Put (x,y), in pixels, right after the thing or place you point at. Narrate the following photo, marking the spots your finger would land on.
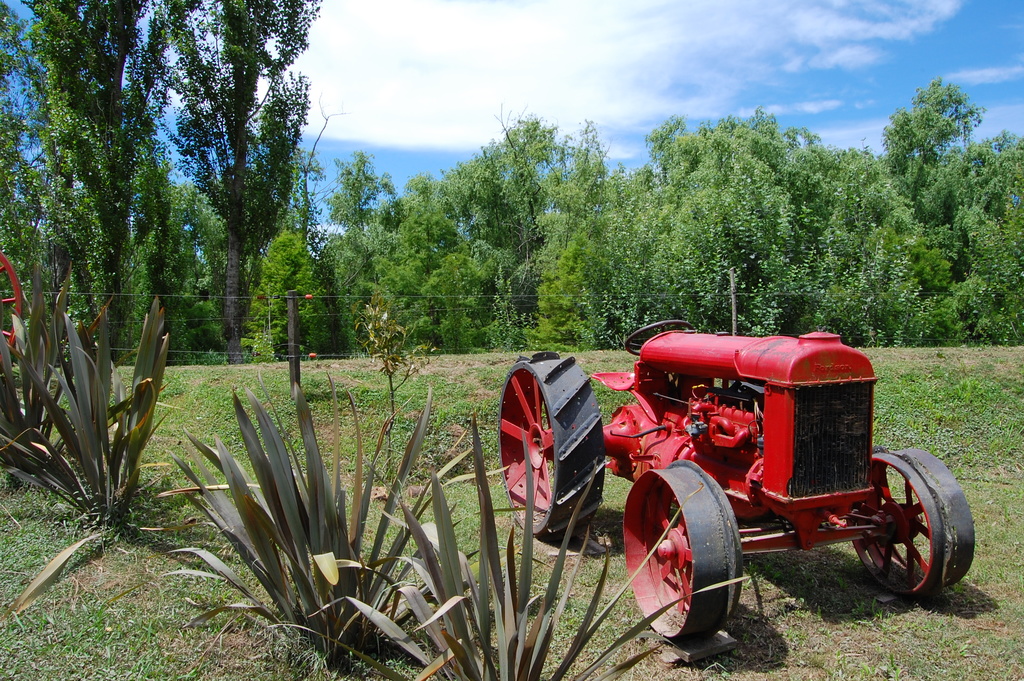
In this picture I can see a vehicle (794,500) on the grass (841,553), behind there is a fencing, trees (248,285) and plants (386,349).
